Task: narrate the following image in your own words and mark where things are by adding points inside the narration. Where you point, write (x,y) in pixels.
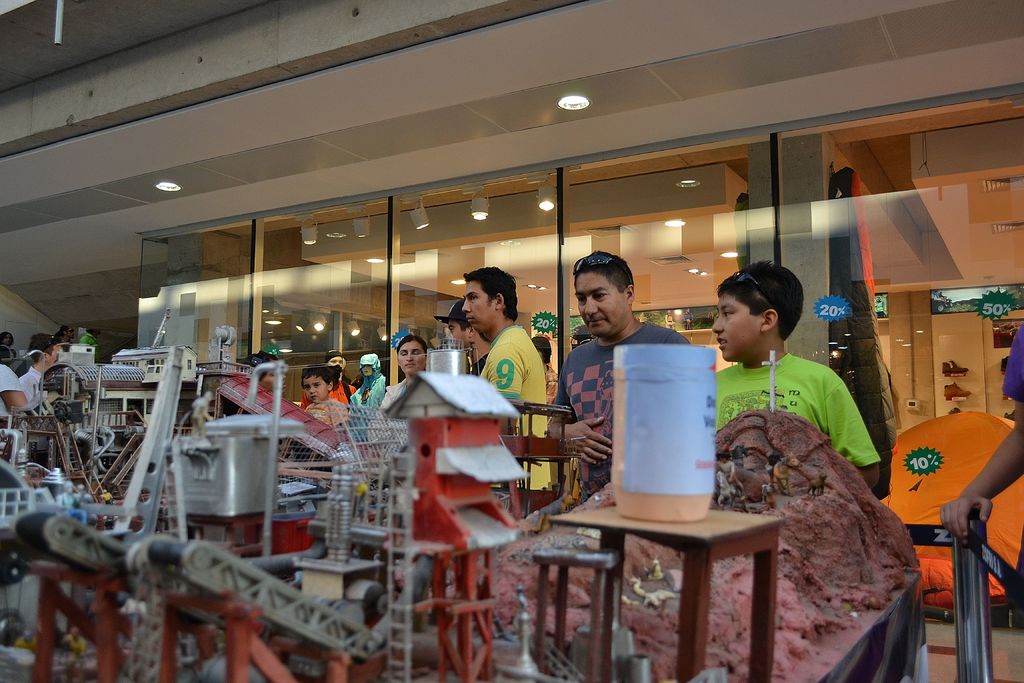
In this image we can see a few objects (62,433), people (602,428) standing here, glass doors (982,141) and the ceiling lights (420,211).
